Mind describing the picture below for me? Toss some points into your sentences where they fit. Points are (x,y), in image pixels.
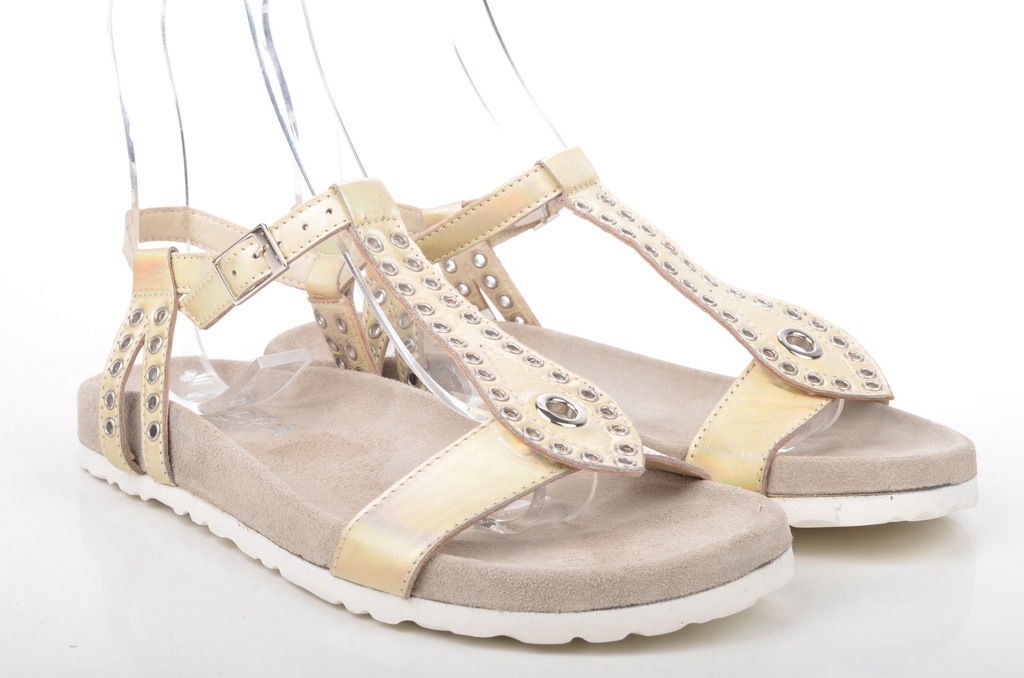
This picture is consists of a pair of sandals (635,379) in the image.
